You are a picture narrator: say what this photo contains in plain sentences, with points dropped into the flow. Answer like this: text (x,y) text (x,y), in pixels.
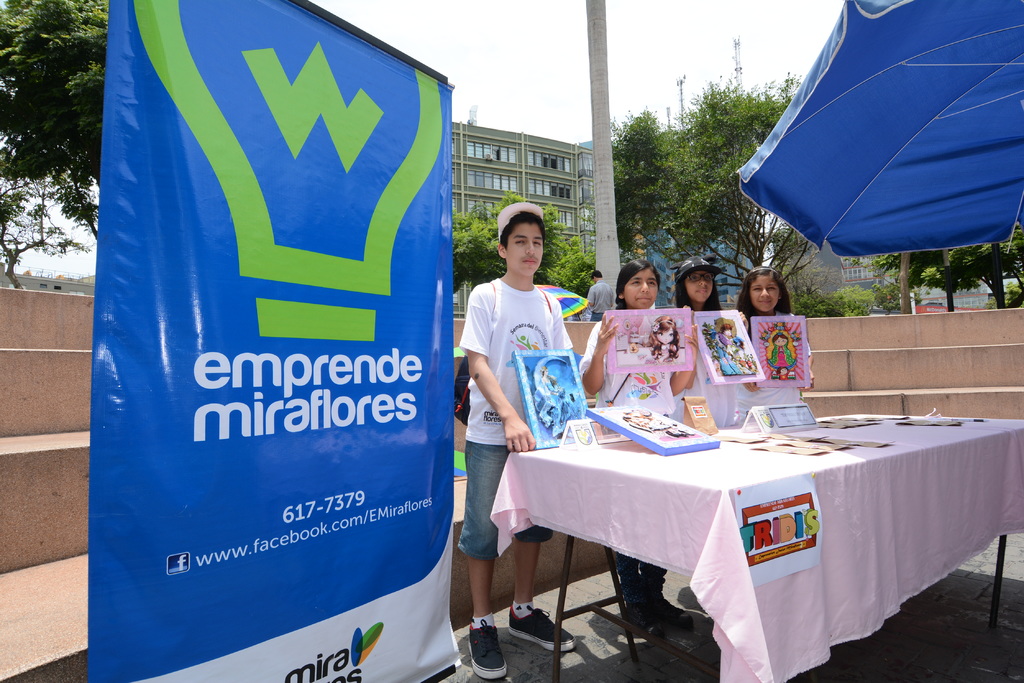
This image is clicked outside. There are trees (90,42) in the middle (655,247), there is a building (570,184) in the middle (582,229), there is a sky (569,22) on the top (713,63), there is a tent (822,172) on the right side (870,217). There is a table (701,479) in the middle (577,453) and four people (770,287) are standing near the table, they are holding photos (789,355) and photo frames (547,389). On the table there are photos (659,441), photo frames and there is a banner (386,362) in front of them on the left side (317,505).
